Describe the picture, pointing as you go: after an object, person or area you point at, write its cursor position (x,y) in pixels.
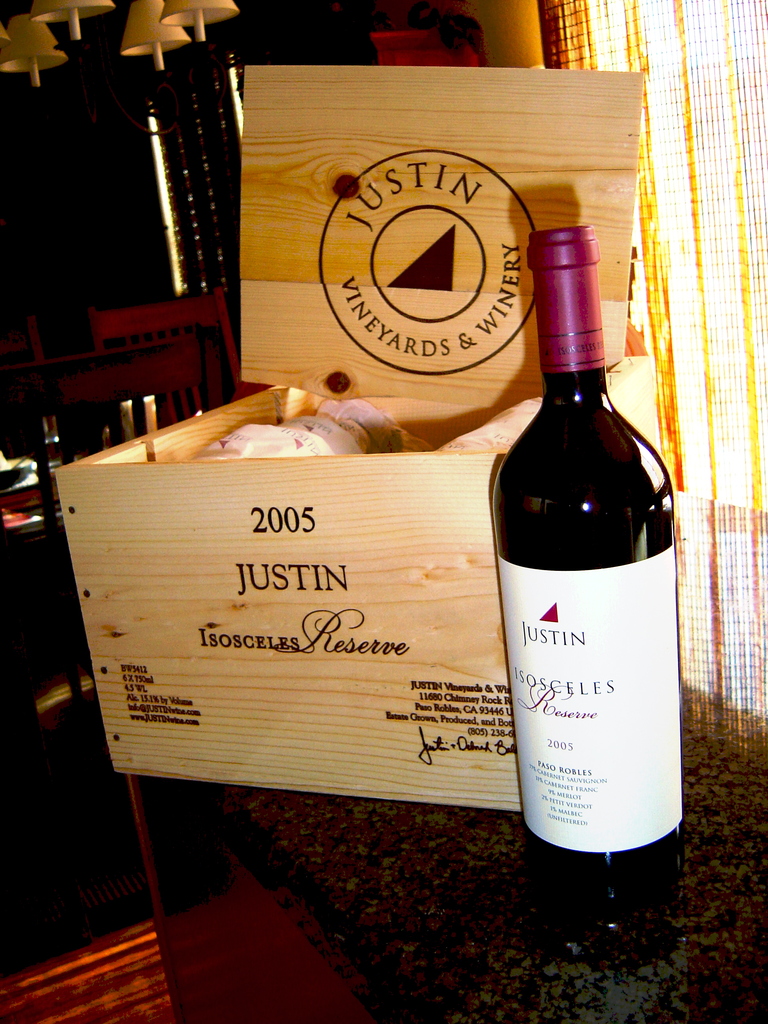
In this image I can see the bottle (551,549). To the side of the bottle (557,544) I can see the brown color box (273,472). In the background (47,475) I can see some objects (10,465). To the right (655,278) I can see the window blind (647,285) and I can see some white color objects (142,31) in the top (138,18).
